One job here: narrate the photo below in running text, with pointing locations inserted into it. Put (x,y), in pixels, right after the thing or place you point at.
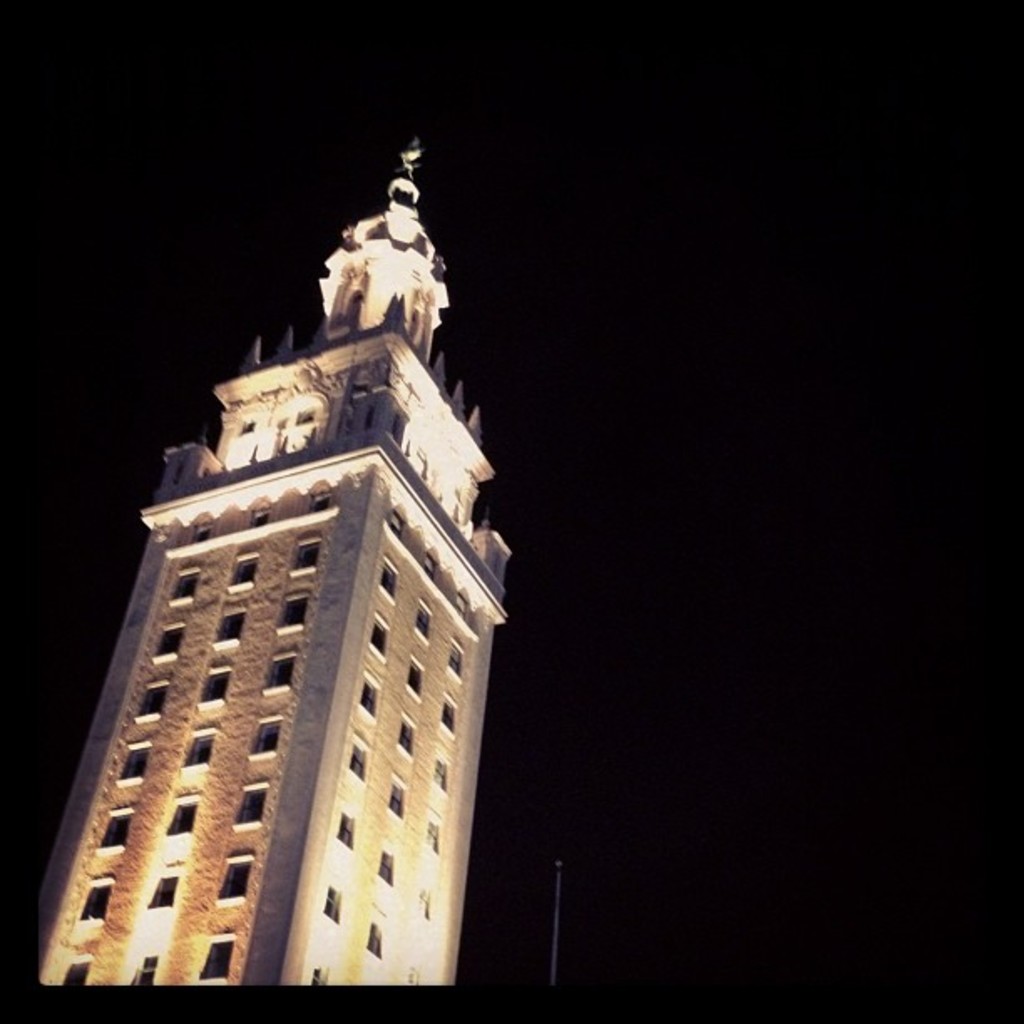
This image is taken during night time. In this image we can see a tower building (419,759) and also a pole (553,971).
